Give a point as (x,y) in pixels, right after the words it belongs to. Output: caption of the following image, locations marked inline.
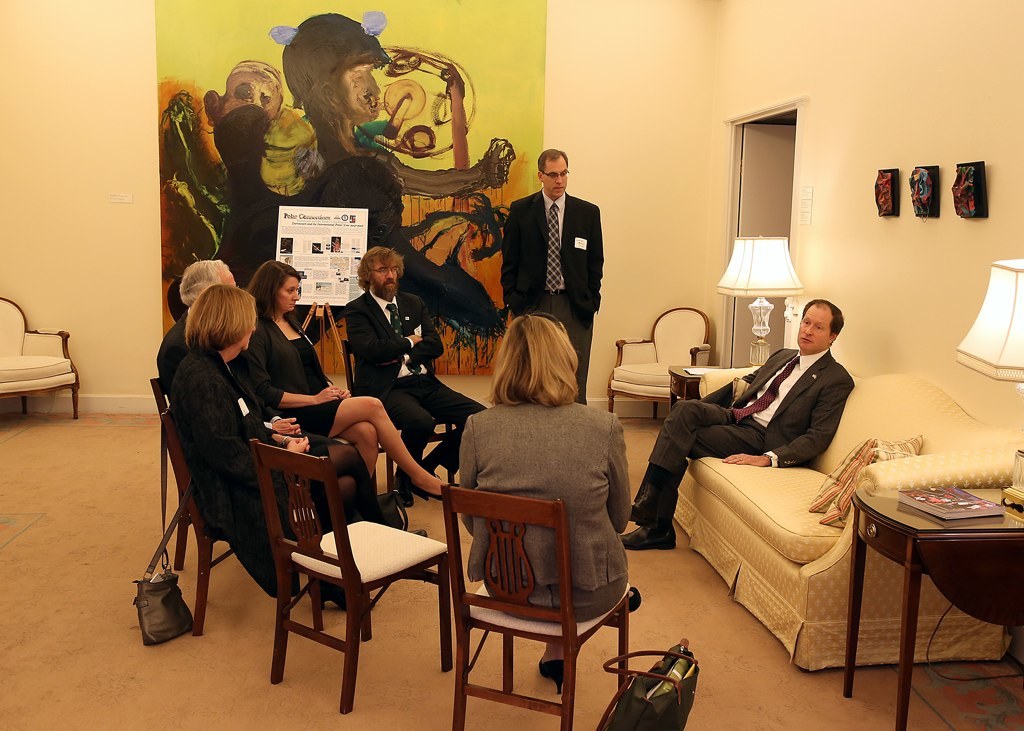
In the image we can see there are lot of people (372,447) who are sitting on chair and a person (781,399) is sitting on sofa (791,516) and on table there is table lamp (742,269). On the wall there is a big painting (225,45) and a person (533,255) is standing in front of it and on the floor (727,667) there are bags (627,697) which are kept.
